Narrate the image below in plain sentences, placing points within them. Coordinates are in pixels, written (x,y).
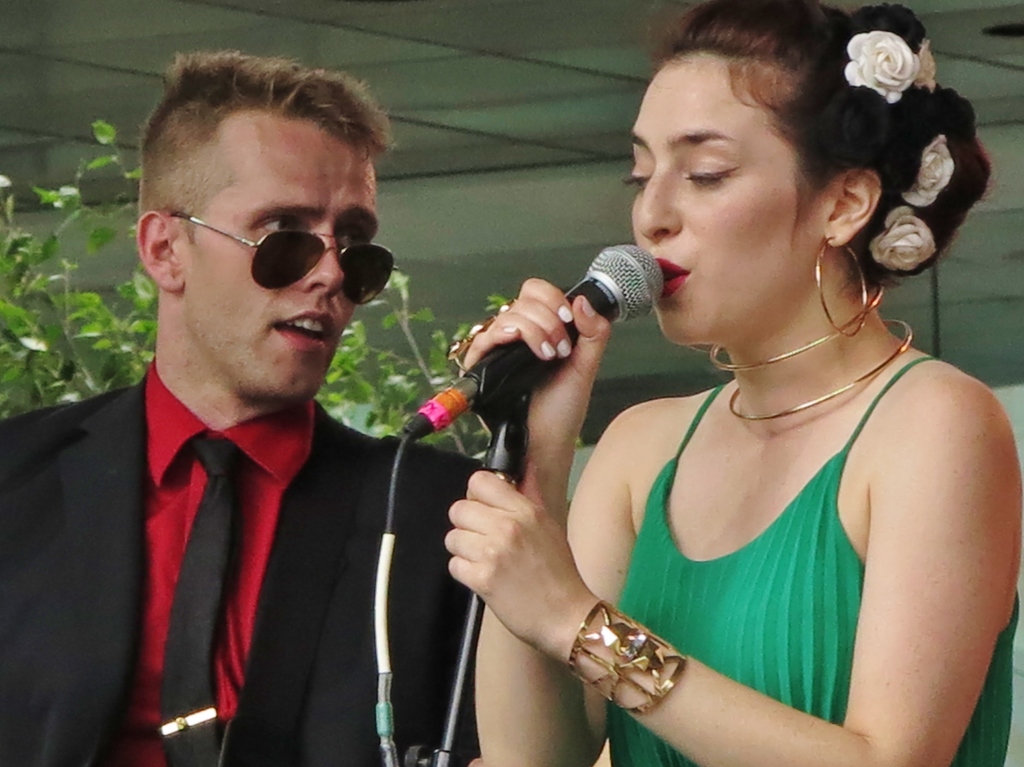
This picture shows a woman (969,740) singing with help of a microphone (643,269) and we see a man (282,447) watching her and we see a plant (109,133) back of them.
